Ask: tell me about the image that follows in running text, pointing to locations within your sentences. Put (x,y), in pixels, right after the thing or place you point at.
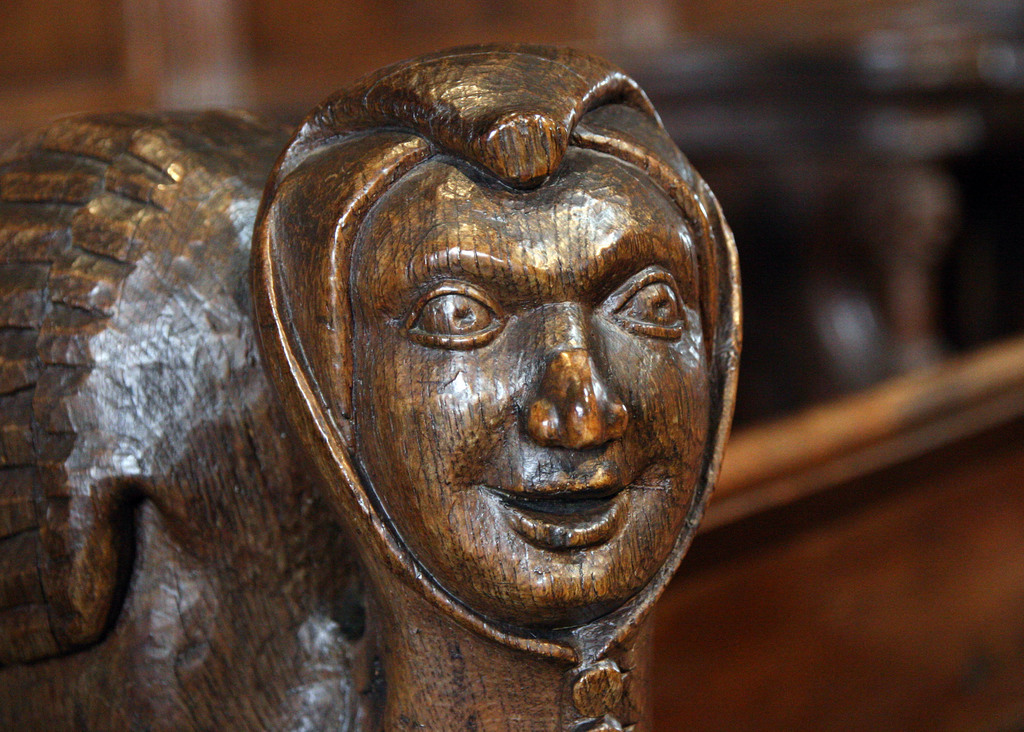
Here we can see a sculpture (492,437) and there is a blur background (42,79).
